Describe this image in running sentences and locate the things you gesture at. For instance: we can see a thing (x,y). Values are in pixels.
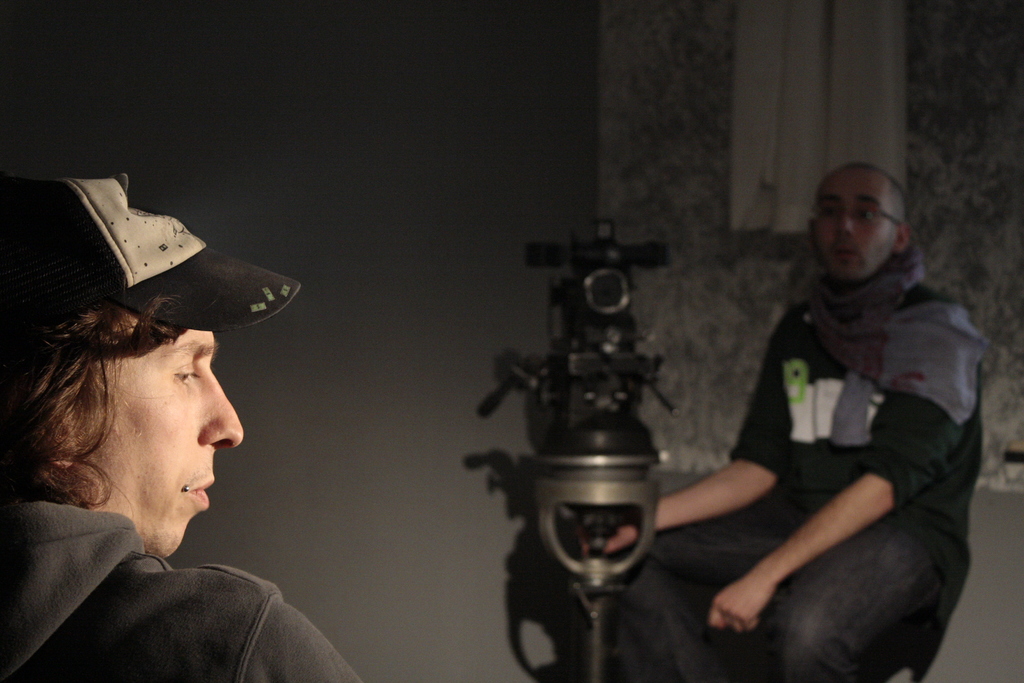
In the bottom left side of the image (235,574) a person (128,283) is sitting. In the bottom right side of the image (791,598) a person (750,411) is sitting and holding a camera (626,301). Behind him there is a wall (342,408).
